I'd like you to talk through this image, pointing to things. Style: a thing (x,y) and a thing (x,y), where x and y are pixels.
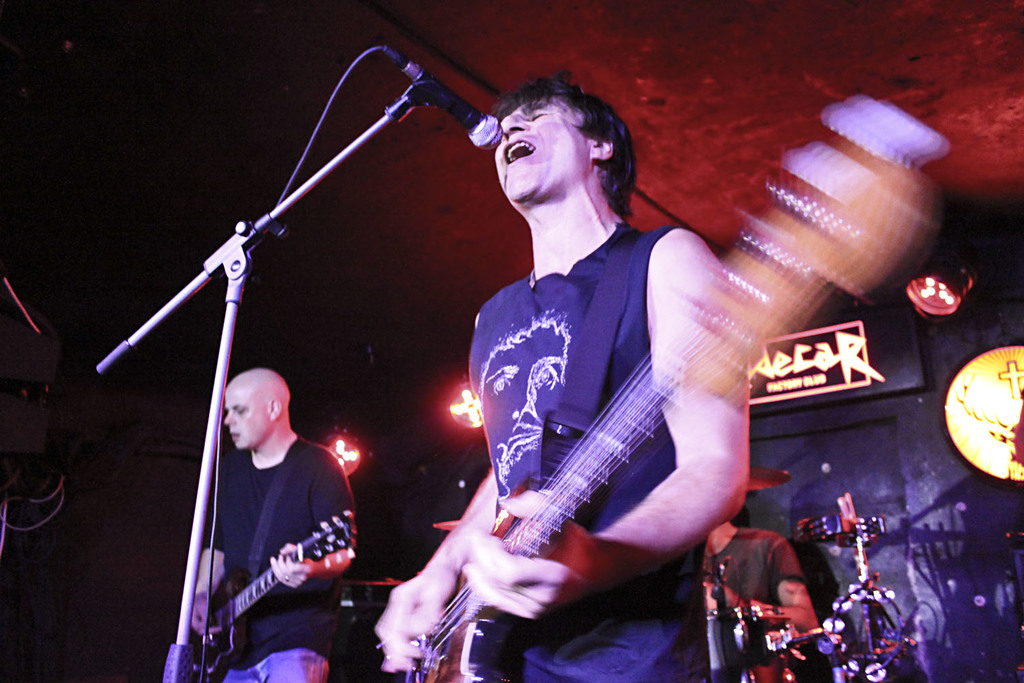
The picture is taken on the stage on which one person (244,545) is holding a guitar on the left corner (313,525) and one person (671,369) in the middle (511,285) singing a song in the microphone (456,103) in front of him and behind him one person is sitting and playing drums (753,640) and behind them there is one black wall (885,418) and a lighting board (817,393) is present on it.
